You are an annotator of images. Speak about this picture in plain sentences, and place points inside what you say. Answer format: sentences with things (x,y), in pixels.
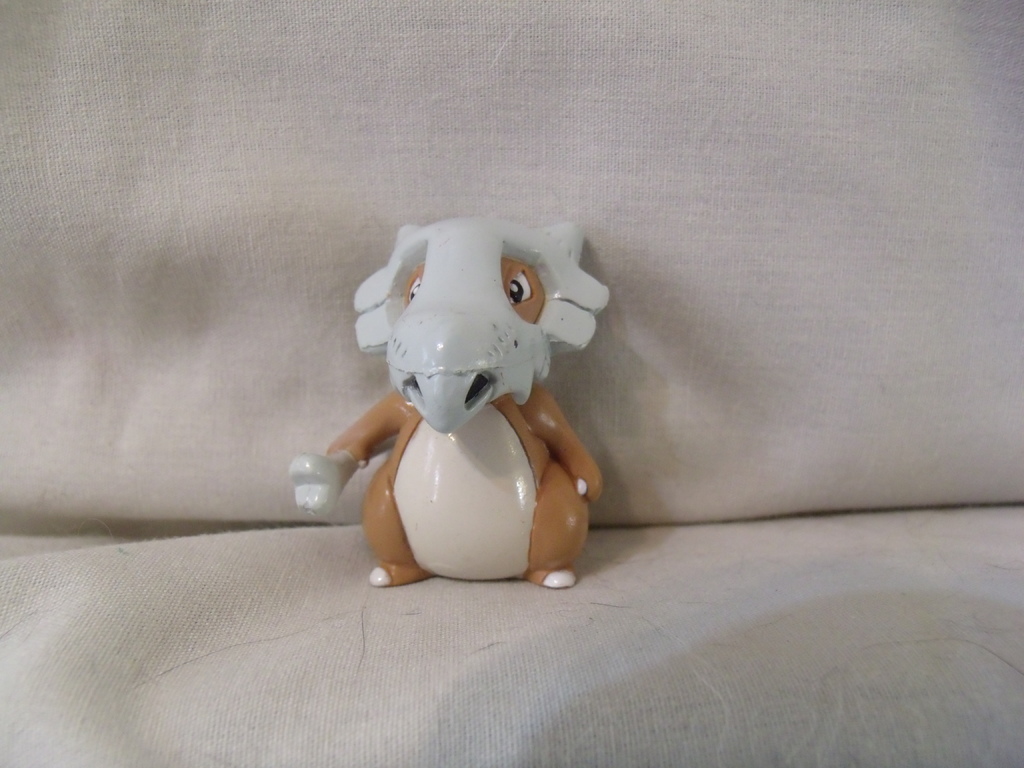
In this picture we can see a plastic toy (393,497) of an animal (385,522) kept on a sofa (380,383).
